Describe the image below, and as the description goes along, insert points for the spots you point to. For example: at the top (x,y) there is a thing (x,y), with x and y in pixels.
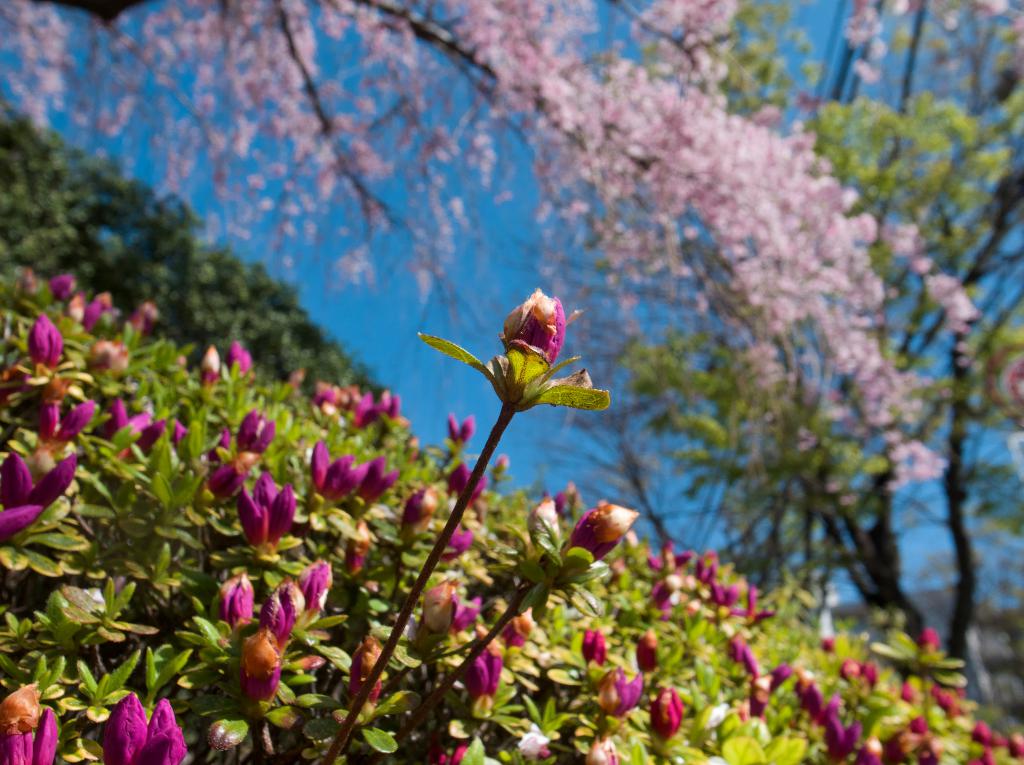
This image is taken outdoors. At the bottom of the image (505,657) there are a few plants (340,613) with flowers (110,352). In the background (345,100) there are a few trees (526,41) and there is a sky (443,300).
